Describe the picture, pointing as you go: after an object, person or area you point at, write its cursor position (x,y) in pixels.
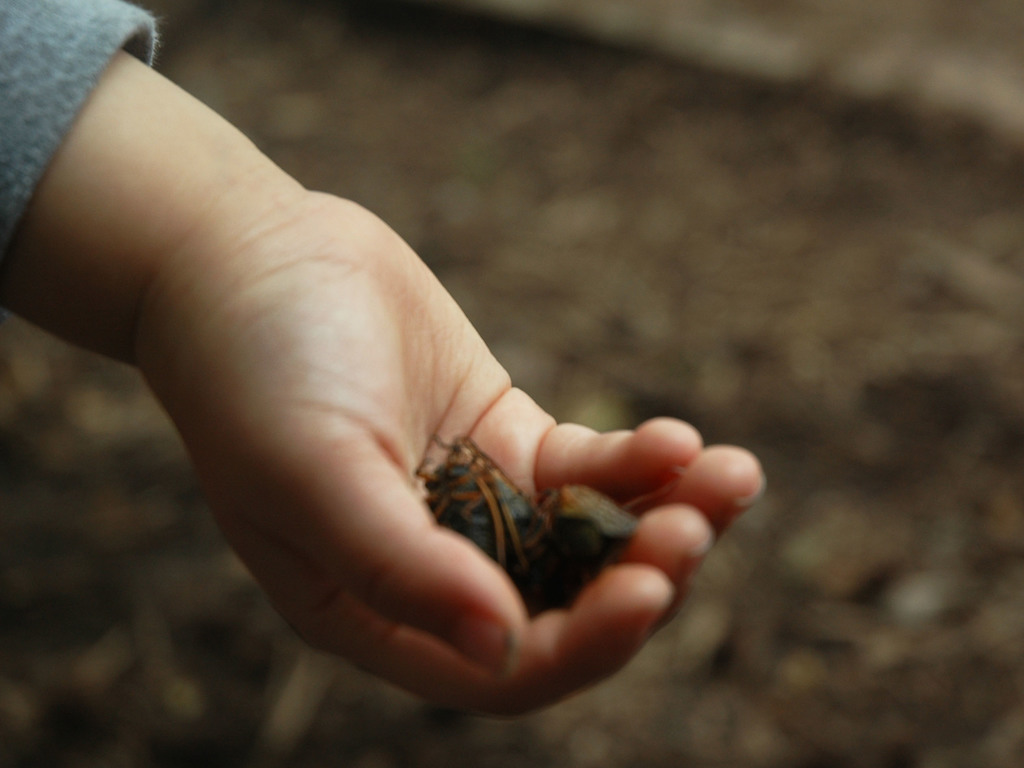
In this image we can see insects (532,511) in the hand (344,291) of a person (384,345), the background (758,426) is blurred.
